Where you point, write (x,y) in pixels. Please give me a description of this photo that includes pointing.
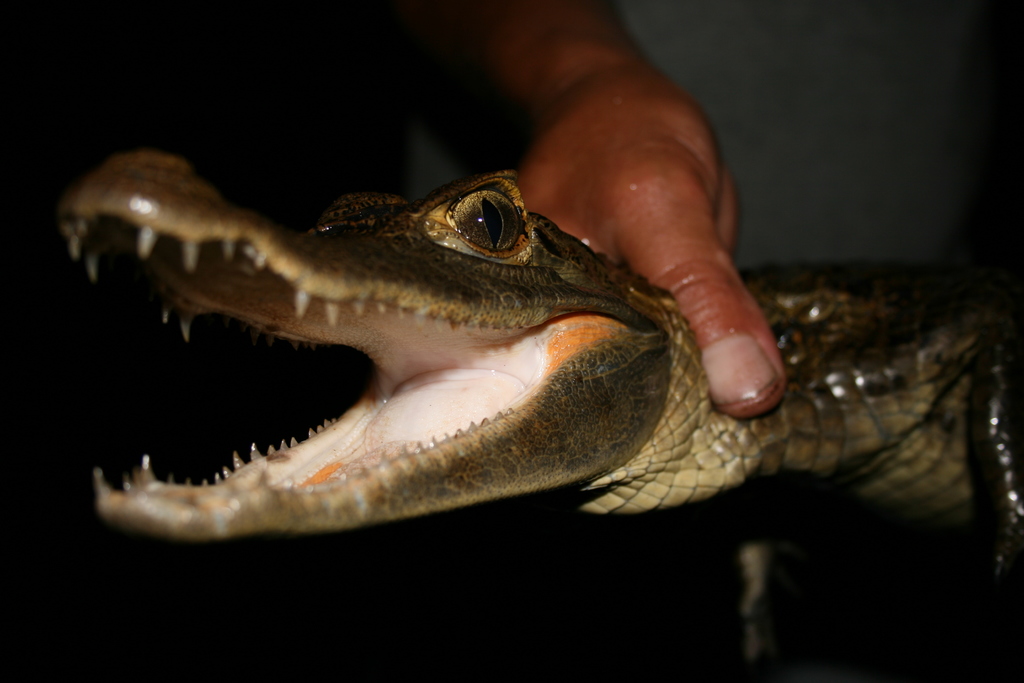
As we can see in the image there is a wall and a person (525,20) holding an animal (811,430).
